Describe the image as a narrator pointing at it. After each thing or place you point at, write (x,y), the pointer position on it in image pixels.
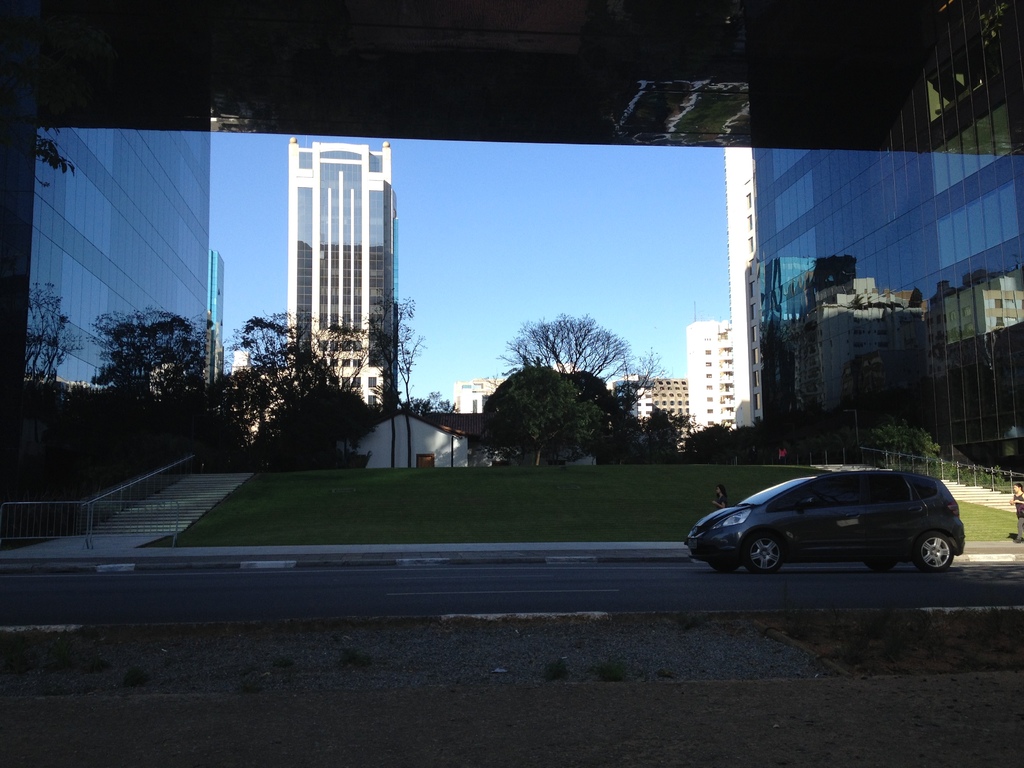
In this image I can see a car (792,520) and a person (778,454) on the road (988,574). In the background (980,531) I can see grass (791,475), fence (1011,471), steps (156,509), buildings (19,237), trees (359,402), houses (466,426), poles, glass (343,155) and the sky (496,251). This image is taken may be on the road (744,579).
